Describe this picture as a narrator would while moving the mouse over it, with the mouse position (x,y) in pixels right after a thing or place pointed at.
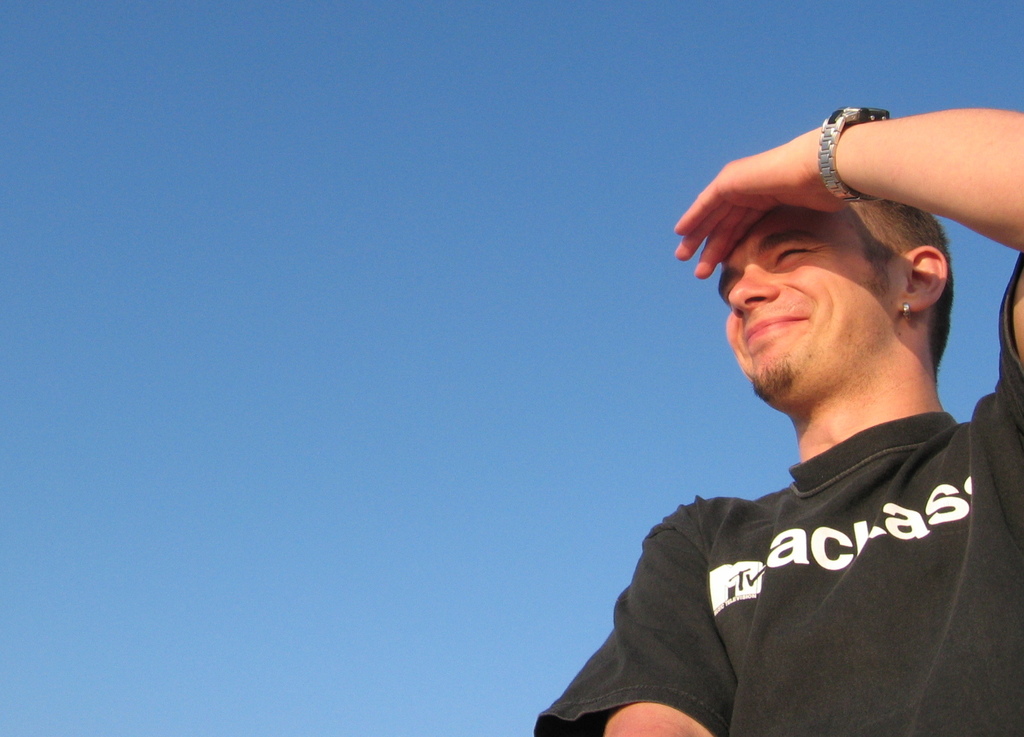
In this image there is a man (840,463) standing. He is smiling. He is wearing a watch (837,130). Behind him there is the sky (365,382).
